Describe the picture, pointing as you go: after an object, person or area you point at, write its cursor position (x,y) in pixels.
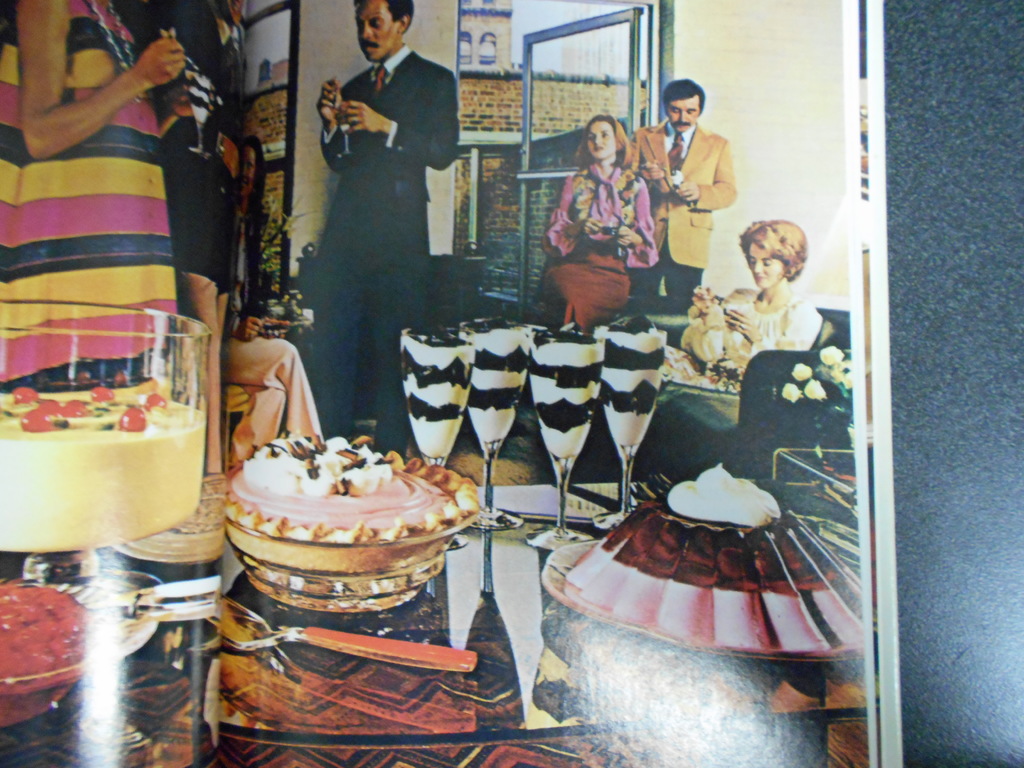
In this picture we can see a photo (581,216) on the surface (961,212). In this photo (726,351) we can see some people (371,202), glasses (515,351), spoon (226,608), food items (239,504), sofa (685,407), door (525,99), walls (613,103) and some objects (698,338).
